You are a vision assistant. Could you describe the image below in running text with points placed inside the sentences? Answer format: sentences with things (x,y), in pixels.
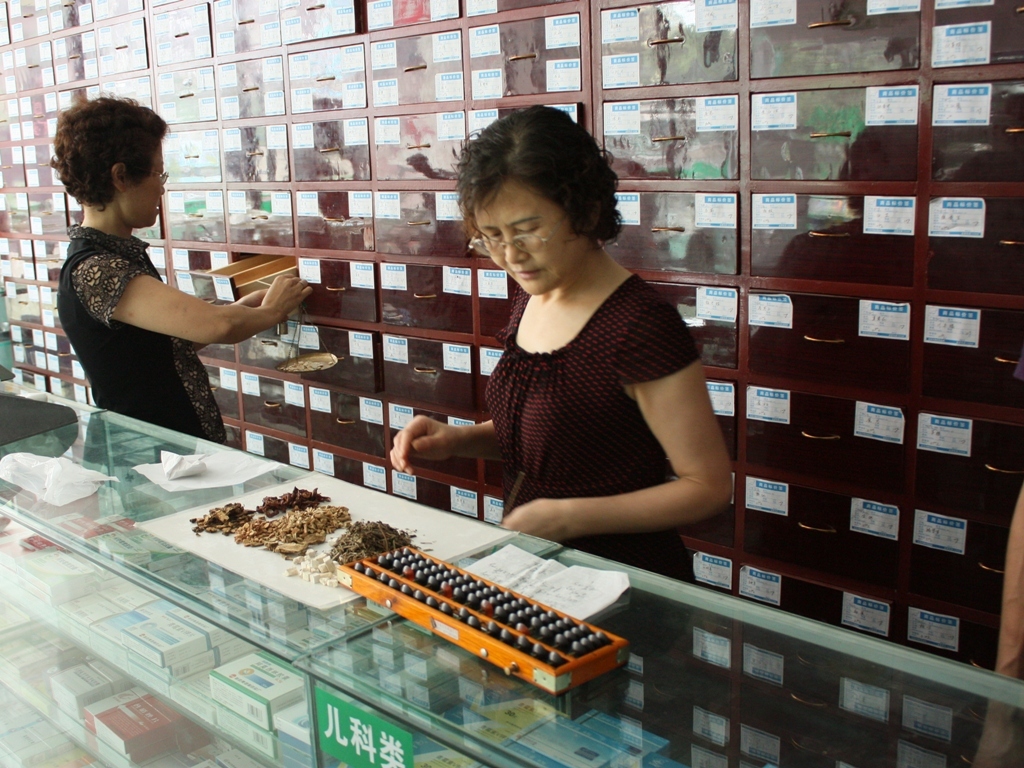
In this image we can see two persons (197,314) standing. Behind the persons (533,379) we can see a group of racks (807,271). In the front (219,566) we can see few objects (317,599) on a glass surface (290,623).
